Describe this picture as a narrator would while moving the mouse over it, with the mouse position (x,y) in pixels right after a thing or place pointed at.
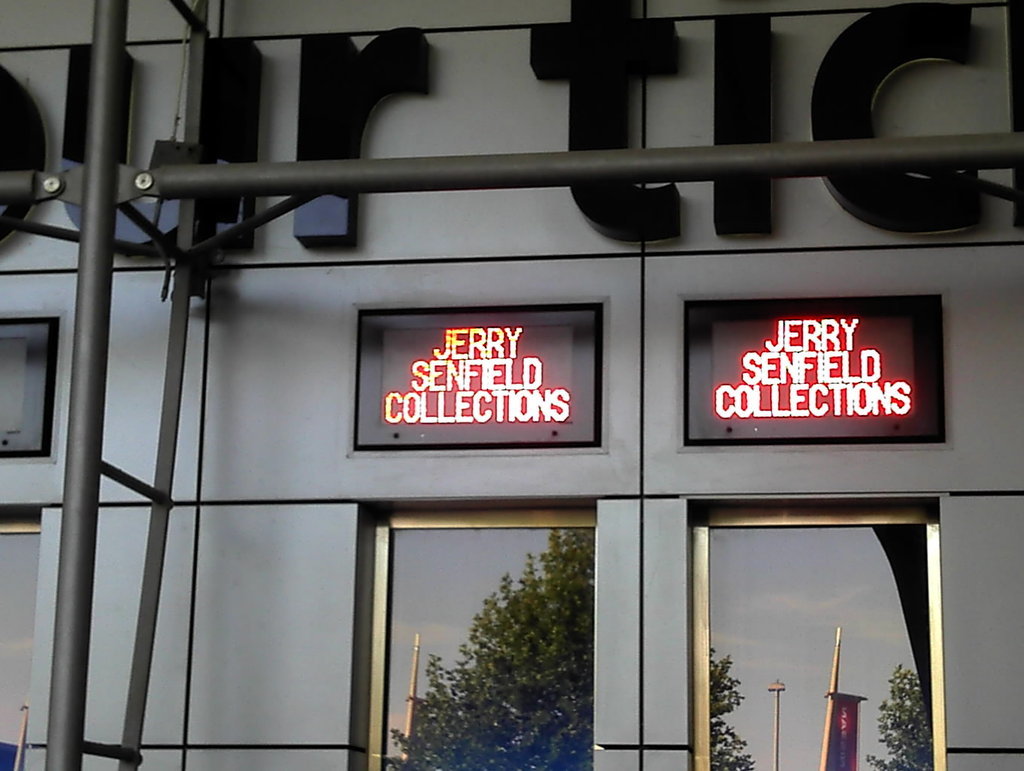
In this picture we can see few metal rods (172,368), digital displays (481,336), trees (464,675) and poles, and also we can see a building (363,195).
